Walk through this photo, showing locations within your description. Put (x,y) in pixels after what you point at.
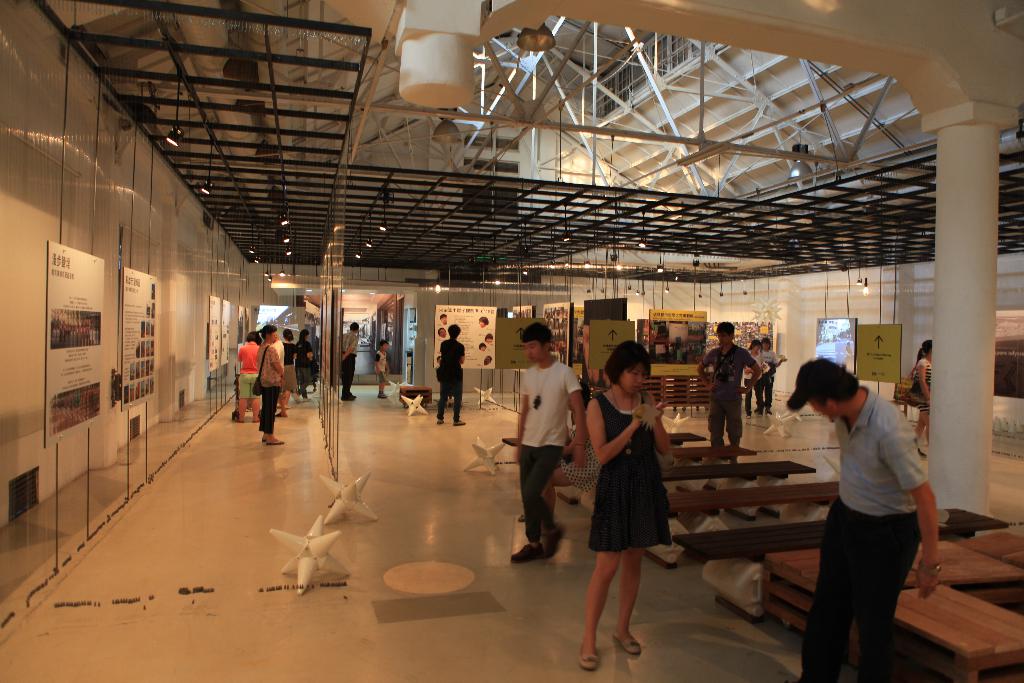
In this image we can see few people (872,479) standing on the floor (216,478), there are few boards (98,316) attached to the walls (110,308), there are few benches (684,468) and objects (404,400) on the floor (458,527), there is a pillar (981,314) and there are few lights (794,167) attached to the ceiling (600,157).
